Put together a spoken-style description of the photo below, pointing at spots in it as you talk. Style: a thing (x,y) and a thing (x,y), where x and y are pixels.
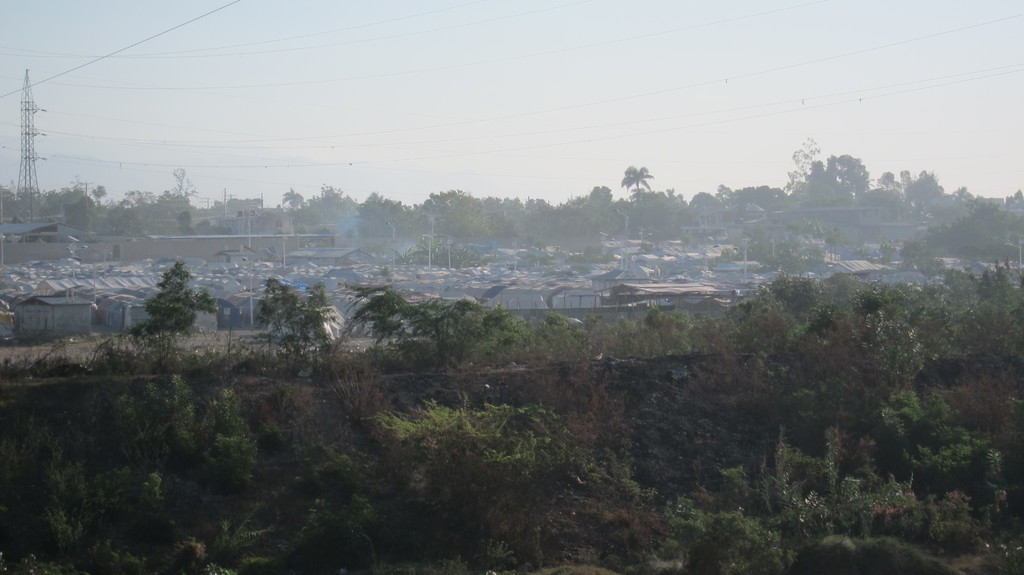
In this image there are trees (492,347), houses (693,276), buildings (718,242), light poles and a tower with cables (157,136). At the top of the image (388,48) there is sky (482,38).
